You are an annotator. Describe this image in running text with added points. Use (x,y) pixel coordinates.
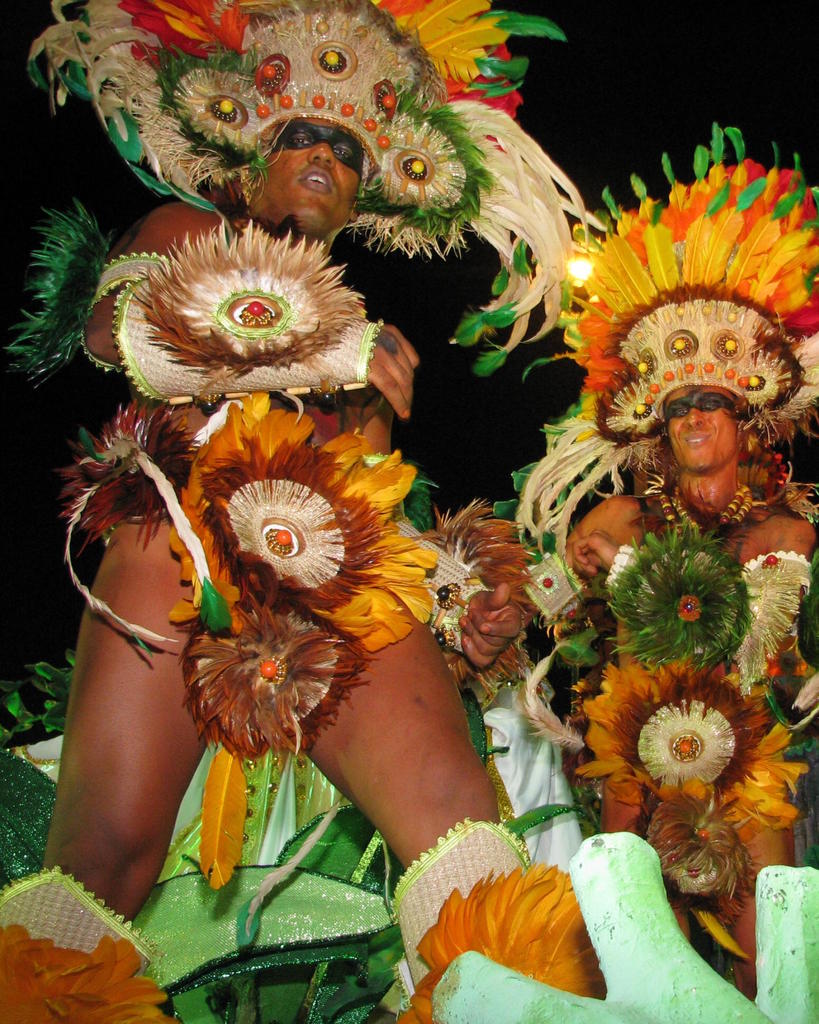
In this picture there are two men (293,492) on the right (637,709) and left side of the image (199,390), they are wearing costumes (304,559).
